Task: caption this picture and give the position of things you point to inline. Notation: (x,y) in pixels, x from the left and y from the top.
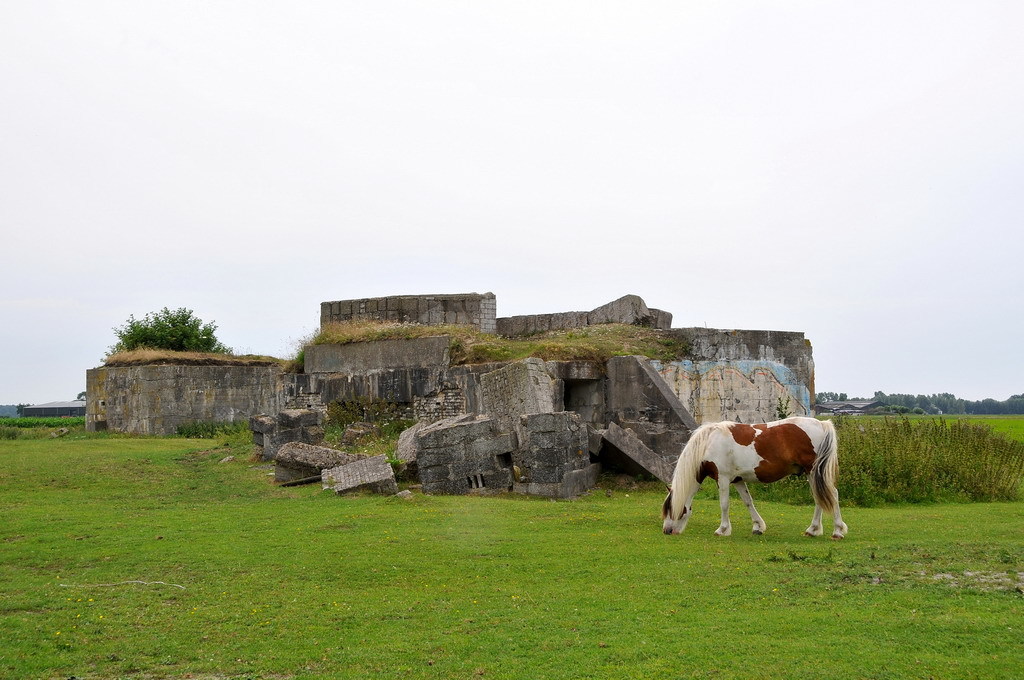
There is a horse (745,469) eating grass (698,496) on a greenery ground (750,528) and there is an object (524,358) beside it and there are trees (909,407) in the right corner (918,399).
